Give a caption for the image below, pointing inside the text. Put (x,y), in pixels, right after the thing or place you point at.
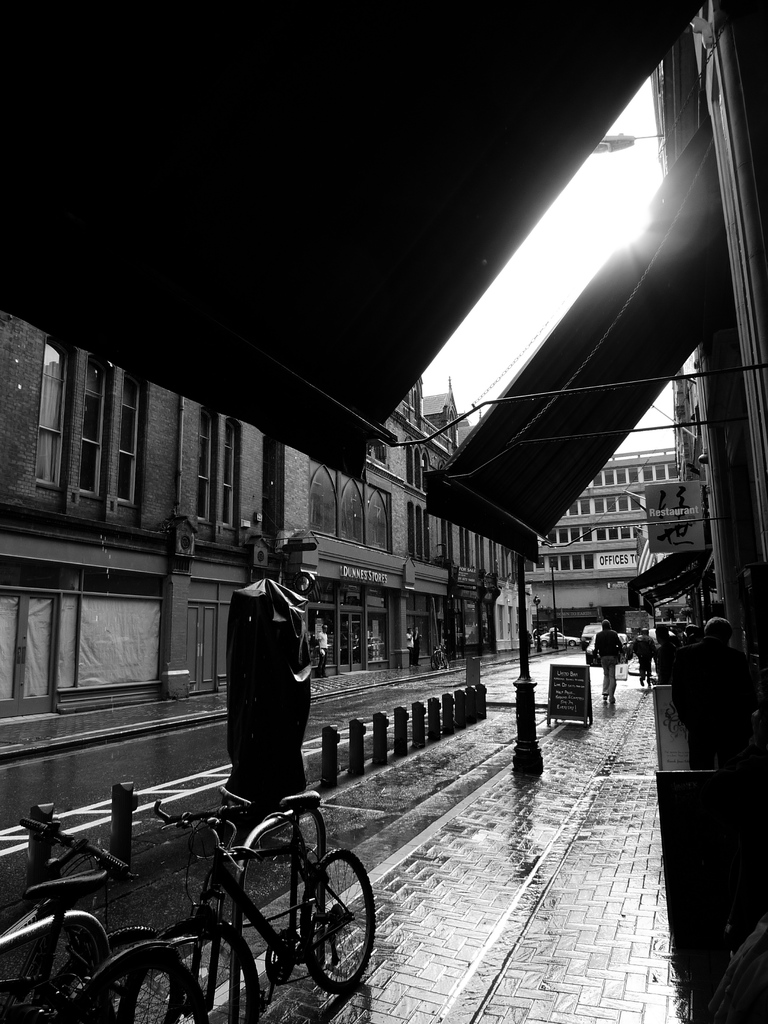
In this image I can see few bi-cycles (280,979), background (697,660) I can see few persons (692,652) walking, stalls (494,607), buildings (374,591) and the sky (498,325) and the image is in black and white.
